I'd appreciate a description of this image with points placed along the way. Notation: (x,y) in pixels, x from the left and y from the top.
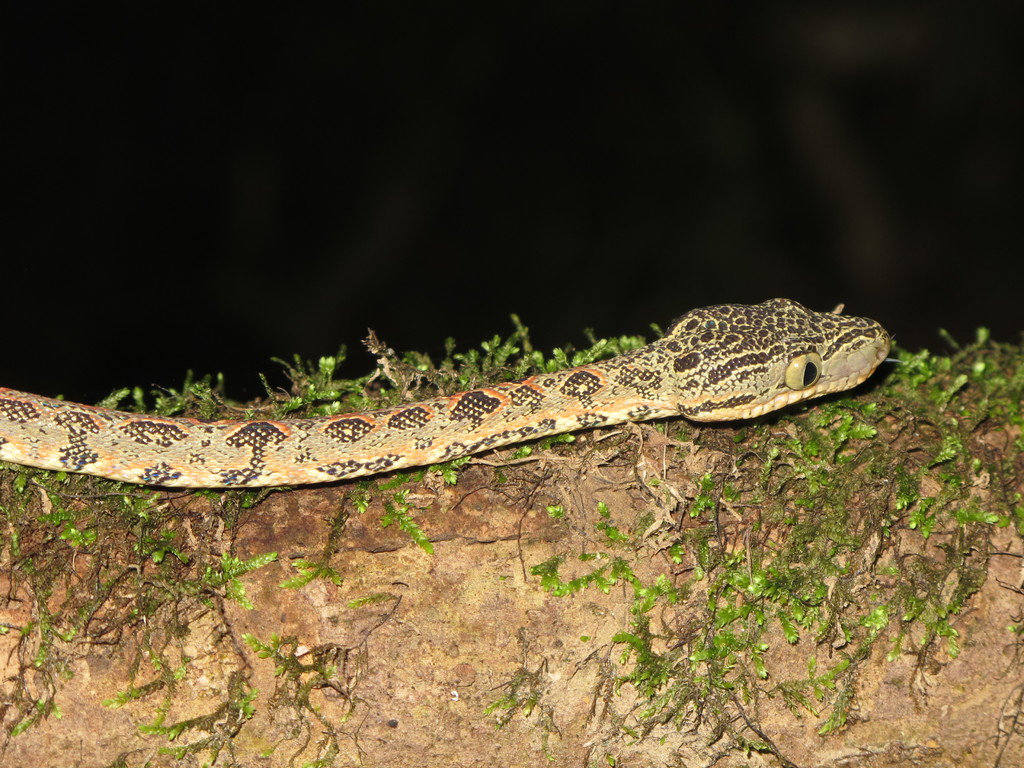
In this picture I can see a snake (464,409) in the middle (383,426), there are plants (716,601).
